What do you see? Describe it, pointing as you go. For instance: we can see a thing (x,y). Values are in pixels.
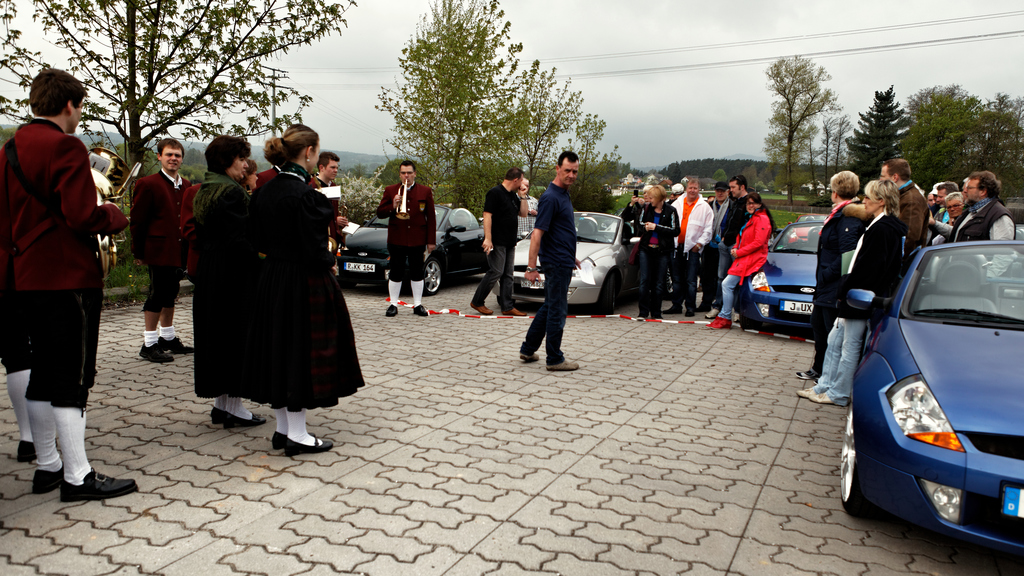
In this image there are many people (725,256). There are cars (931,290). There are trees (589,202) and grass (785,221). There is an electric pole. There is a sky (316,84).
